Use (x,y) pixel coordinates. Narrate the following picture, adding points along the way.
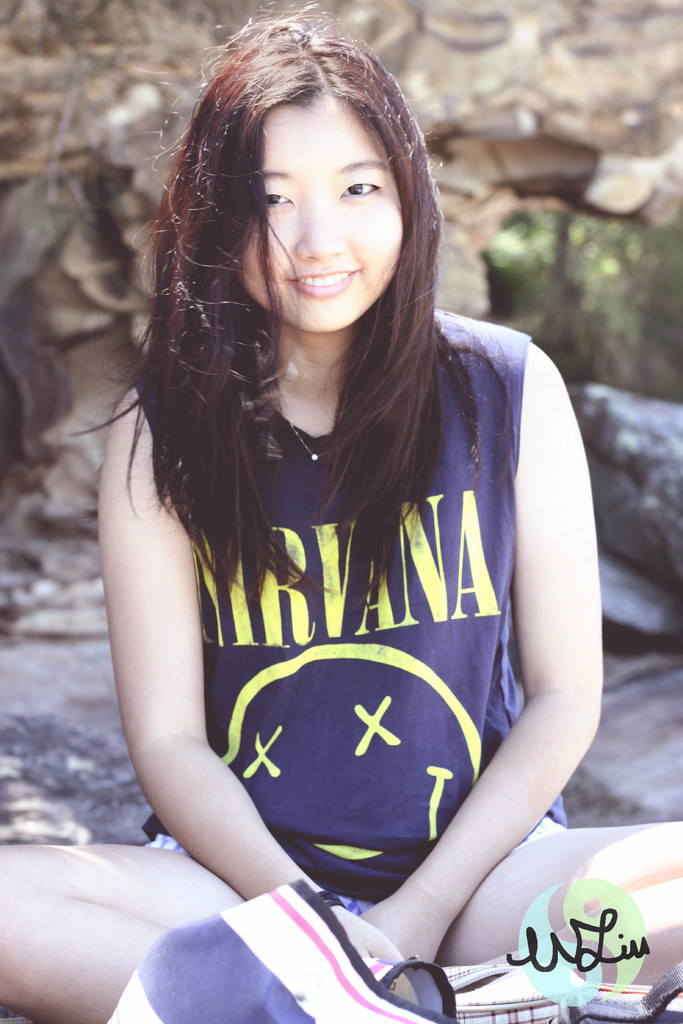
In this image we can see a woman (265,833) sitting on the ground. On the backside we can see the rocks (46,523).
